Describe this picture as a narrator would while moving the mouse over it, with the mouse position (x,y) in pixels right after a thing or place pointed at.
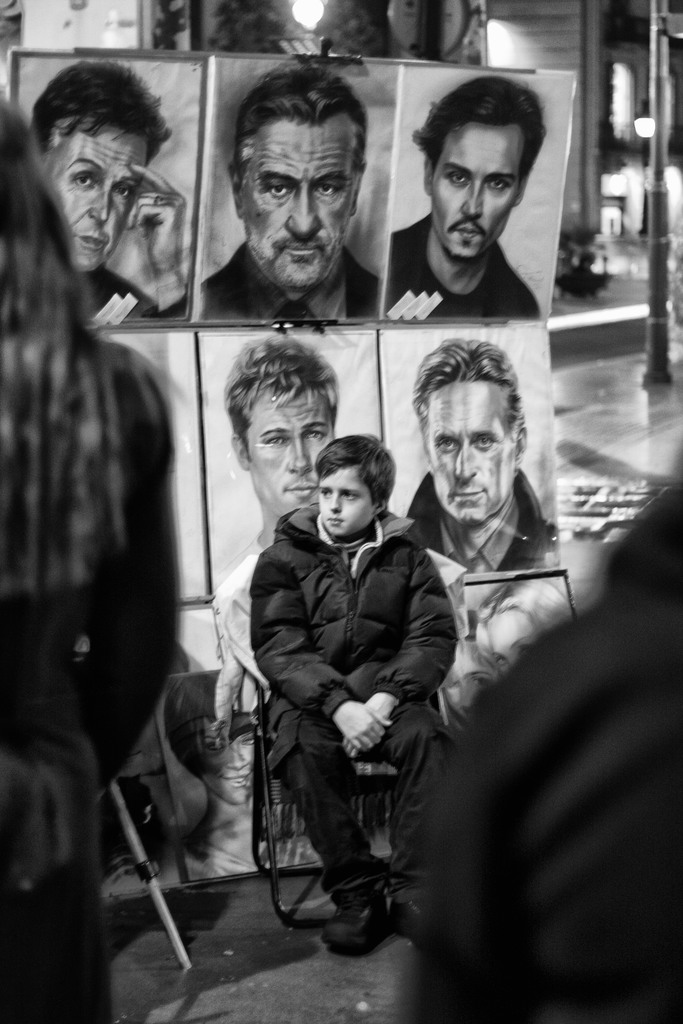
In this image I can see a person (350,950) sitting, background (254,202) I can see few persons faces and few lights (500,38) and the image is in black and white.
